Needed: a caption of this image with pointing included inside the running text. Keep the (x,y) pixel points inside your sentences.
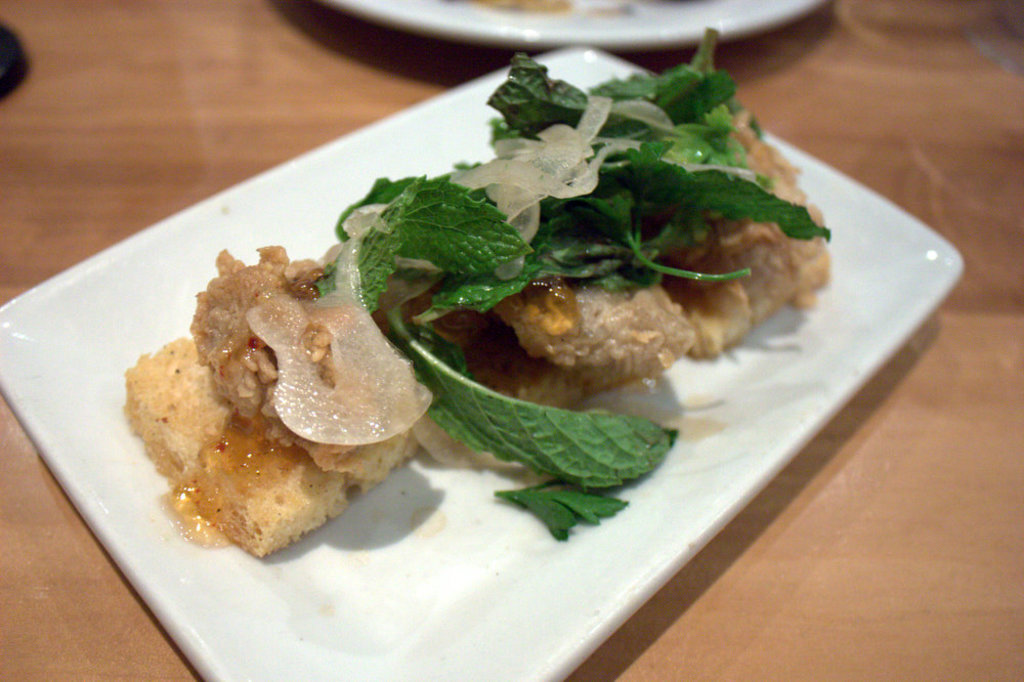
In this image there is a food item (425,275) in a plate (773,327) on the table (3,625), beside the plate (779,339) there is another plate (526,19).
